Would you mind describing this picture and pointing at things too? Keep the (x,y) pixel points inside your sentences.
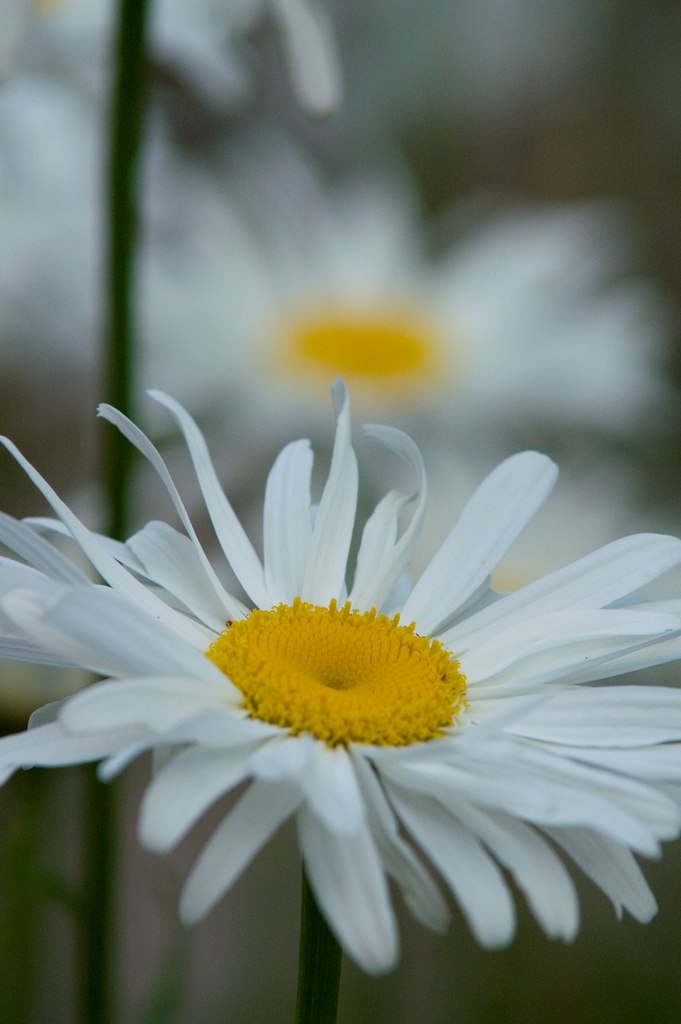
In the foreground of this image (510,731), there is a white flower (481,733). In the background (478,322), there are flowers (301,275) blurred.
